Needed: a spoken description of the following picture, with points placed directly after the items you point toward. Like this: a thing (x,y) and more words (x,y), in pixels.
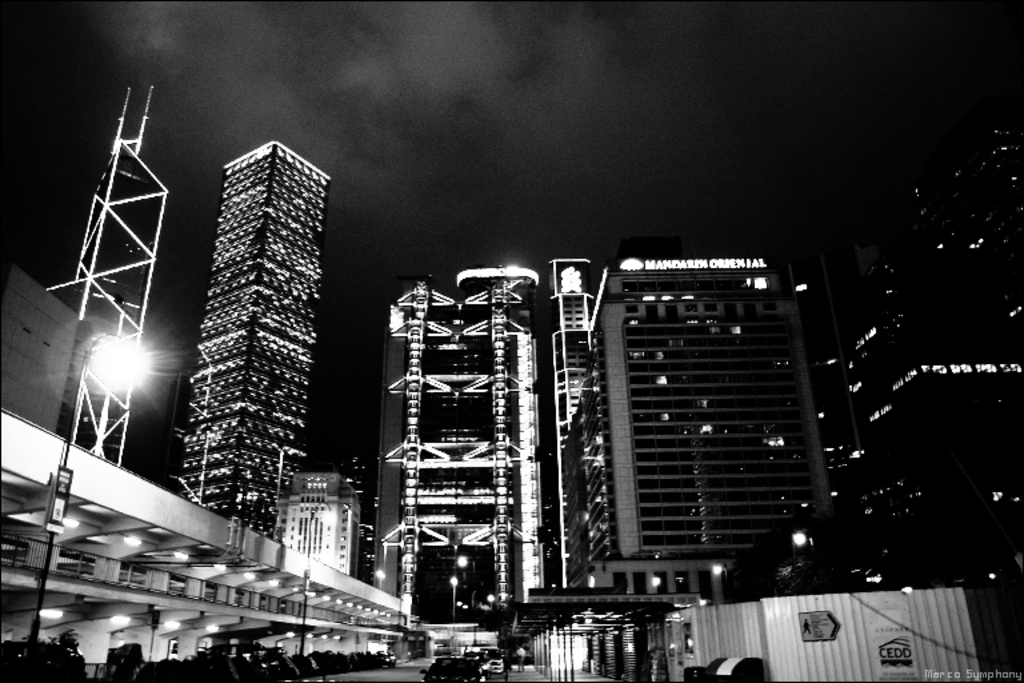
This is a black and white image. In this image we can see a group of buildings (485,533) with windows (460,504). We can also see the sign boards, lights (777,437), poles (590,644), a fence (879,597), a barricade (804,651), some ceiling lights (293,588), a group of vehicles (472,671) on the ground (536,672) and the sky (640,174) which looks cloudy.
